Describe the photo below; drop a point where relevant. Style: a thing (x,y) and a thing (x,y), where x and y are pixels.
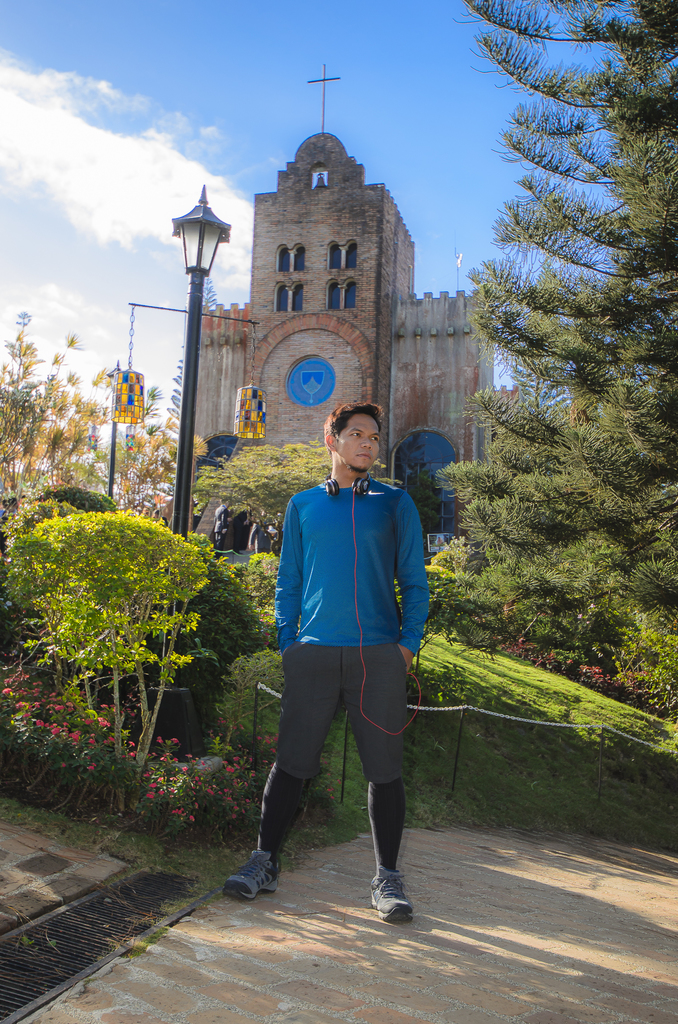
In this picture there is a man (358,529) with blue t-shirt (364,497) is standing. At the back (467,628) there is a building (427,447) and there are trees (668,488) and street lights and there is a bell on the building (306,193). At the top (148,89) there is sky (143,84) and there are clouds (114,87). At the bottom (675,719) there are plants (203,793) and flowers (172,777) and there is grass (462,796) and there is a railing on the ground (554,787) and there is a pavement (369,864).
